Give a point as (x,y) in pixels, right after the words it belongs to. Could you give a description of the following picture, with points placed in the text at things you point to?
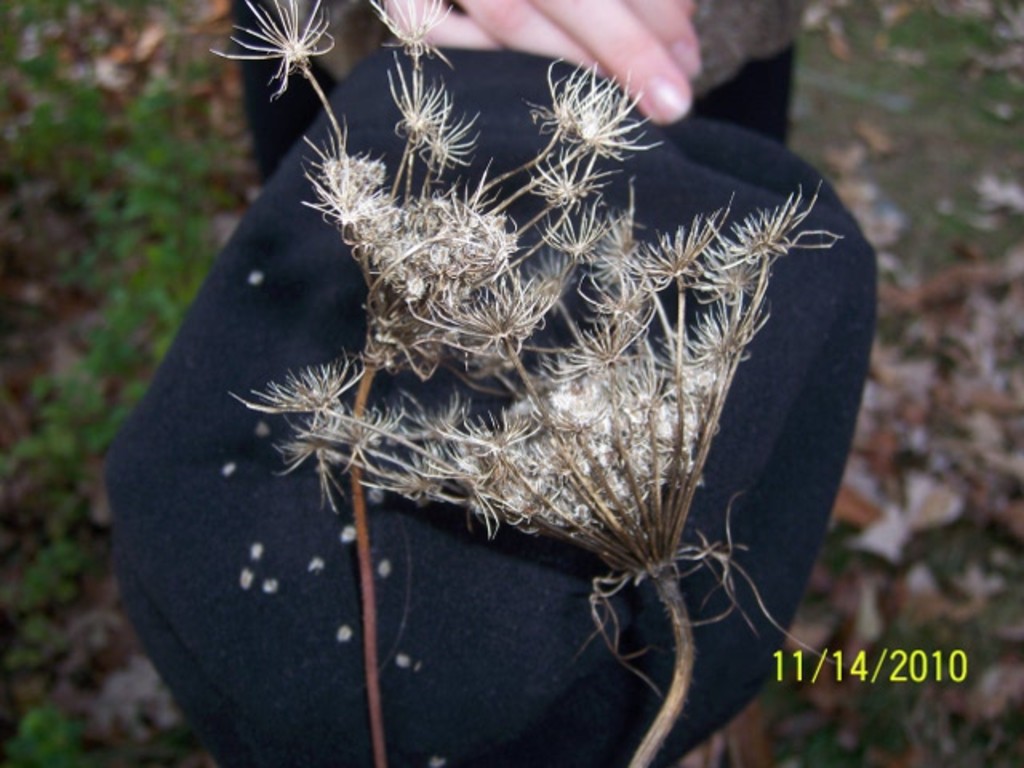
In this image in the foreground (692,388) there is one cloth (596,559) and on the cloth (437,601) there are some flowers (591,368), and in the background (607,46) there is one person (666,65) and at the bottom (896,594) there is grass (895,631).
